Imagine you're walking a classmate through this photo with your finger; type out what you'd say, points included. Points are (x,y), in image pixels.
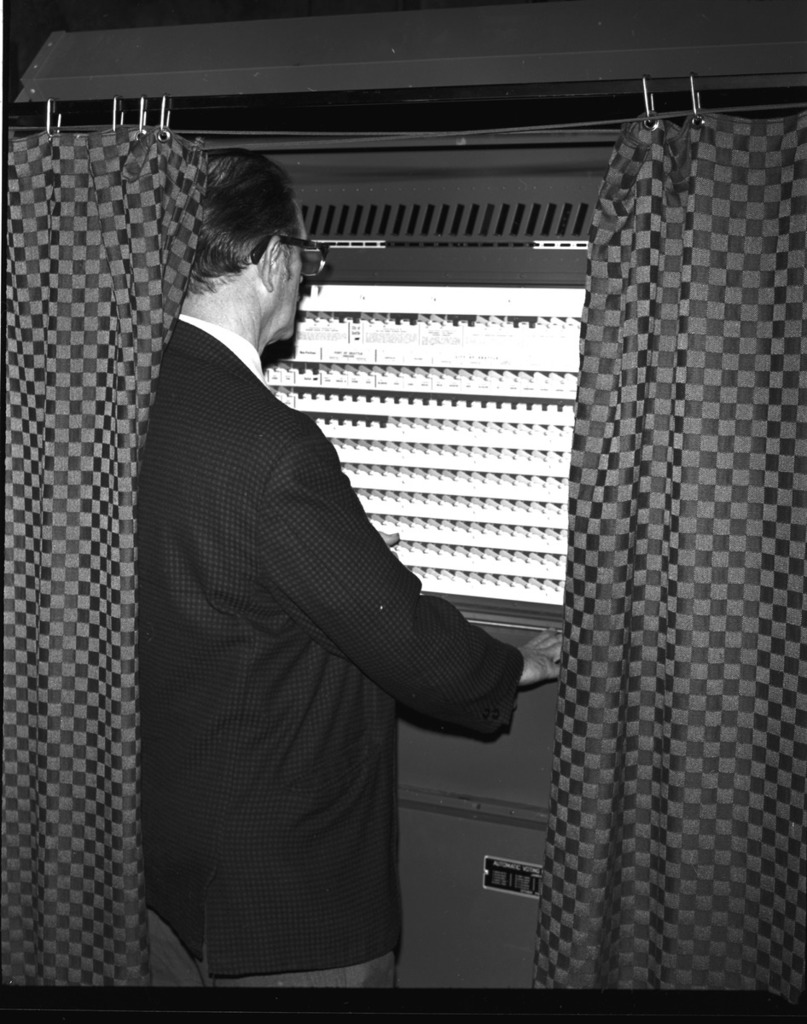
In this image there is a person (235,480) standing looking at a voting machine (381,447), beside the person (238,291) there are curtains (85,288), the person (392,541) is inside a voting booth (406,520).
